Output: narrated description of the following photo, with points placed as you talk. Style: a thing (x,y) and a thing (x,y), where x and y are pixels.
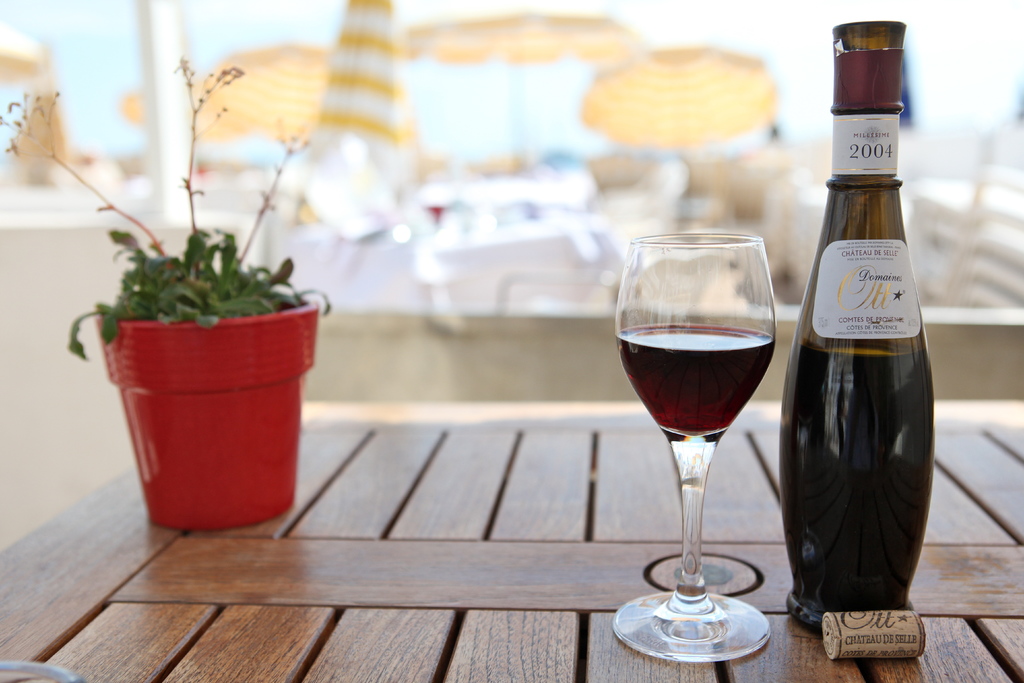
This image consists of a table (626,505). On the table (444,555) there is a plant (193,402), there is a bottle (883,468) and glass (680,335).
